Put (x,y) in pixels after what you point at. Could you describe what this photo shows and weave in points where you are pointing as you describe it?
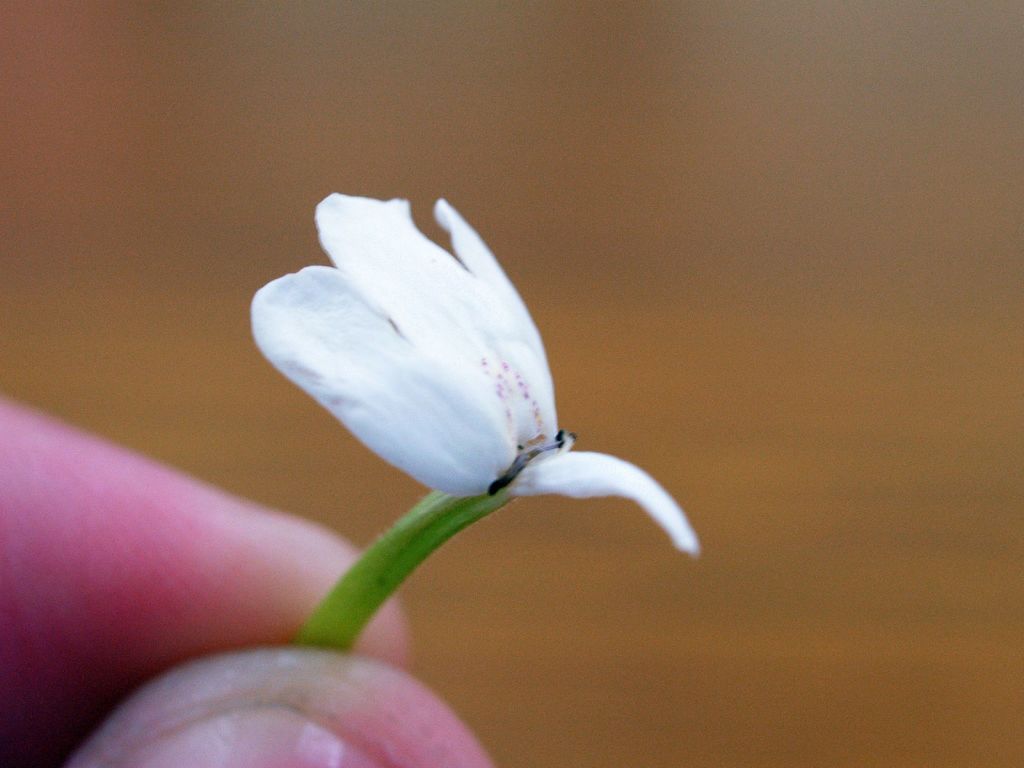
On the left side (75,612), I can see a person's hand (253,611) holding a flower (369,585) which is in white color. The background (1013,694) is blurred.
